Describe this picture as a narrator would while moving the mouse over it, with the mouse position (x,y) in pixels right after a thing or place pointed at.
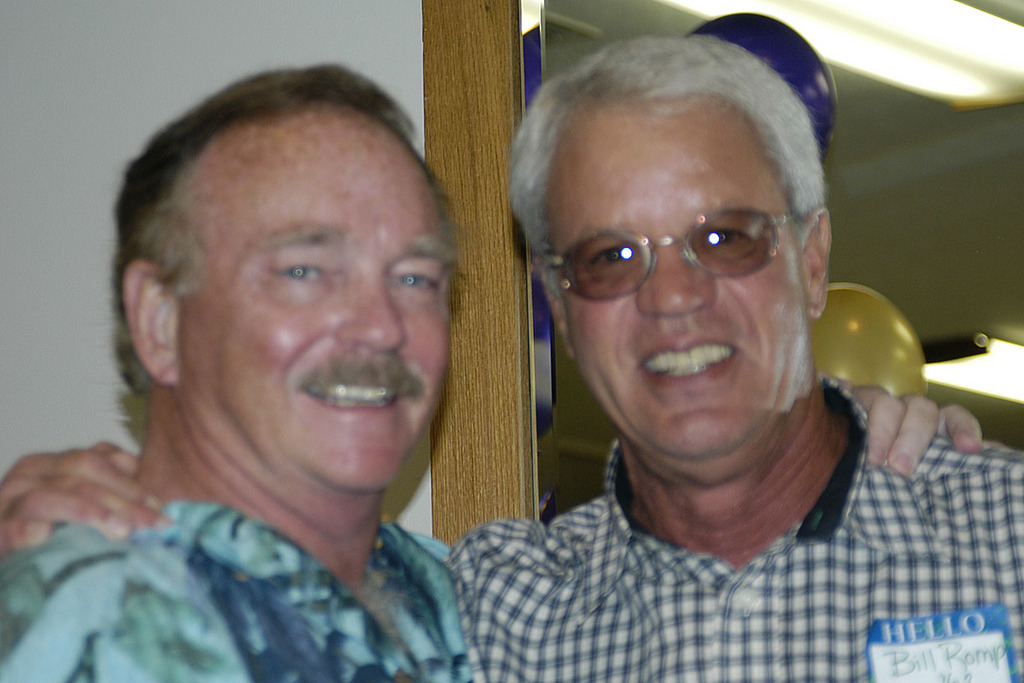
In this image there are two men (294,377) towards the bottom of the image (641,478), there are balloons (793,58), there is the wall (314,37), there is a roof (919,203) towards the right of the image (913,195), there are lights (980,360) on the roof (928,127), there is a card (992,645) towards the bottom of the image (954,648), there is text (939,641) on the card (936,646).
